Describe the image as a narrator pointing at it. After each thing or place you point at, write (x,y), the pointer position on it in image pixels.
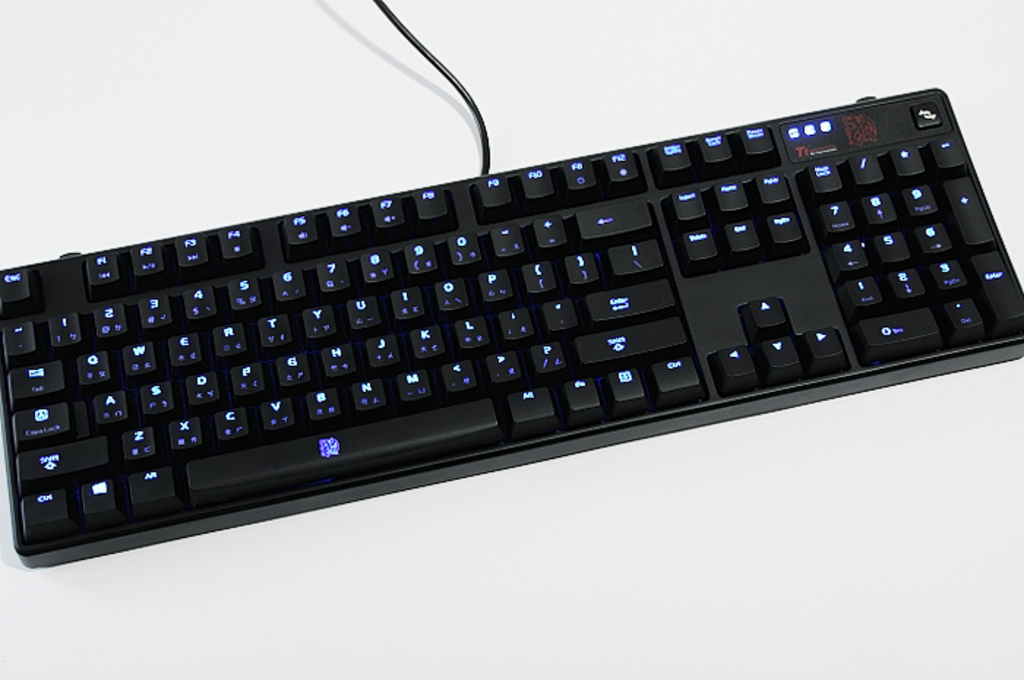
In the center of the image (477,363) we can see a keyboard (358,300) with wire (459,85) is present on the surface (853,466).
